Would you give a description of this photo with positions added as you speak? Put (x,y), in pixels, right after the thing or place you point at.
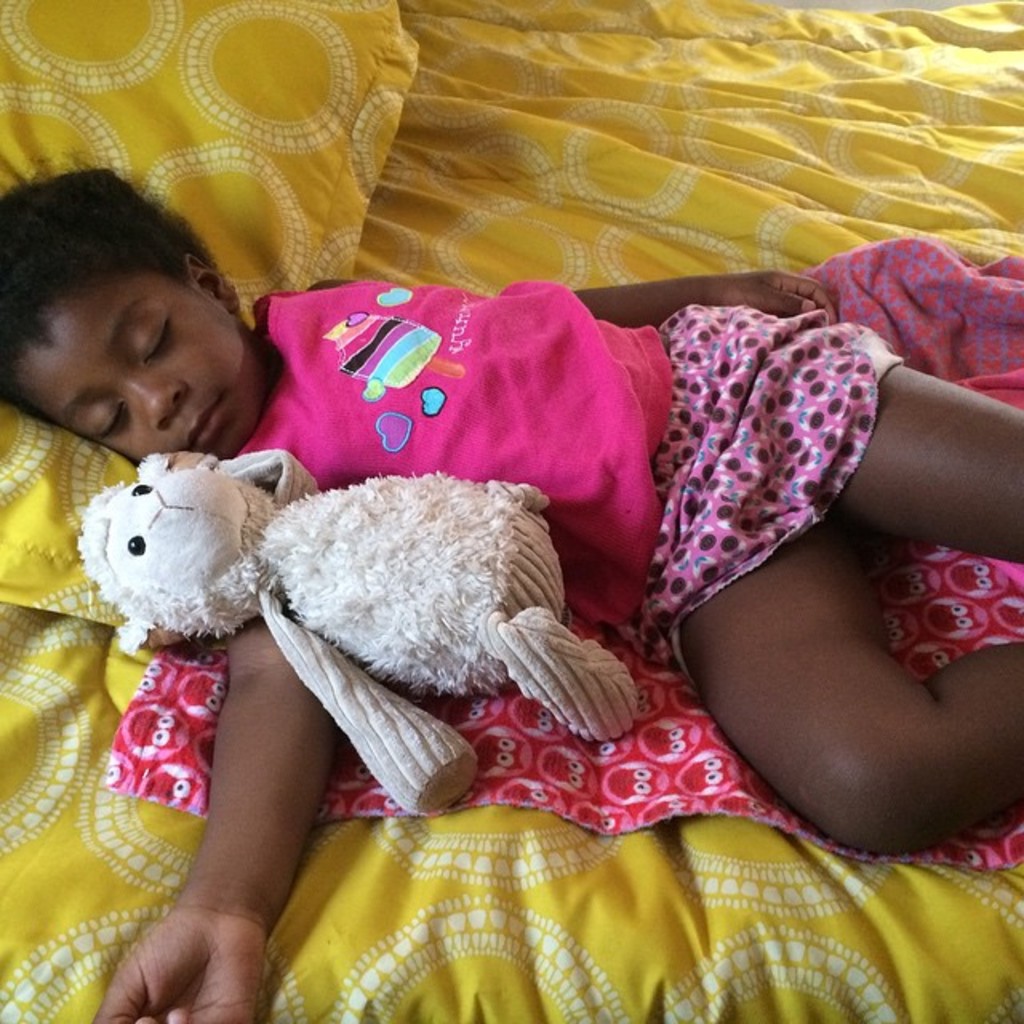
In this picture we can see a child (386,332) sleeping on a bed sheet (701,132), cloth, toy (162,525) and a pillow (313,128).
